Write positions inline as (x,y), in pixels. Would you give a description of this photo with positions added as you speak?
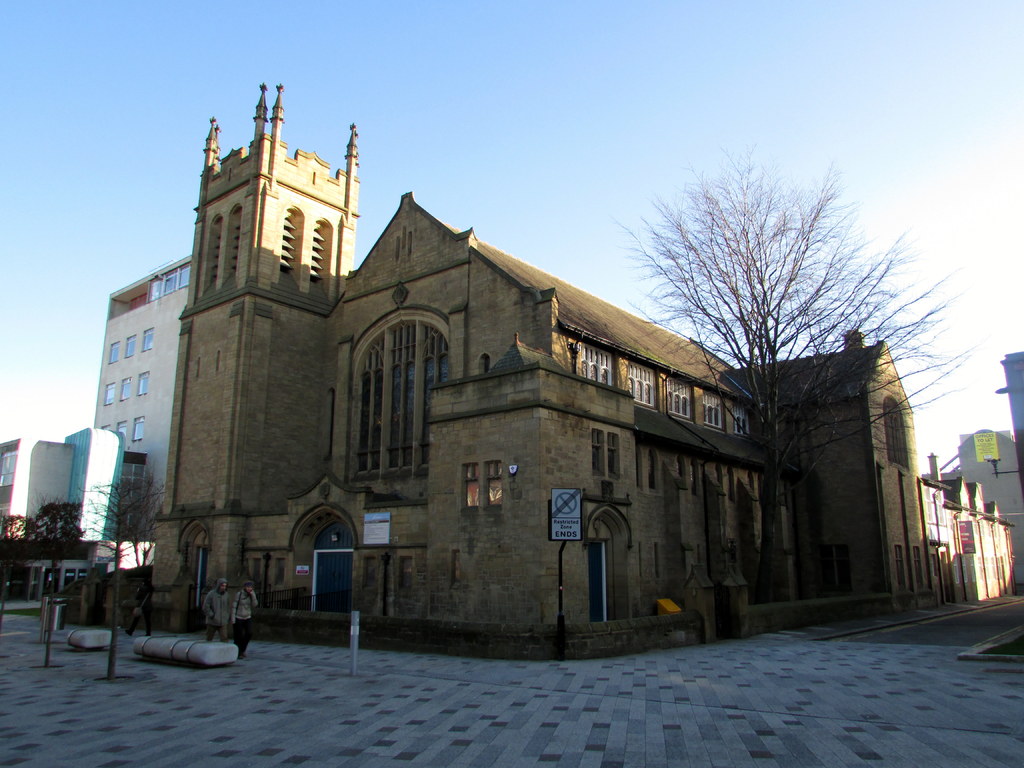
In the middle (675,440) there is a big church (626,475), on the left side (250,587) 2 persons (238,594) are walking on the footpath (472,672). On the right side (769,383) there is a tree (781,409). At the top (588,129) it is the sky (587,135).
